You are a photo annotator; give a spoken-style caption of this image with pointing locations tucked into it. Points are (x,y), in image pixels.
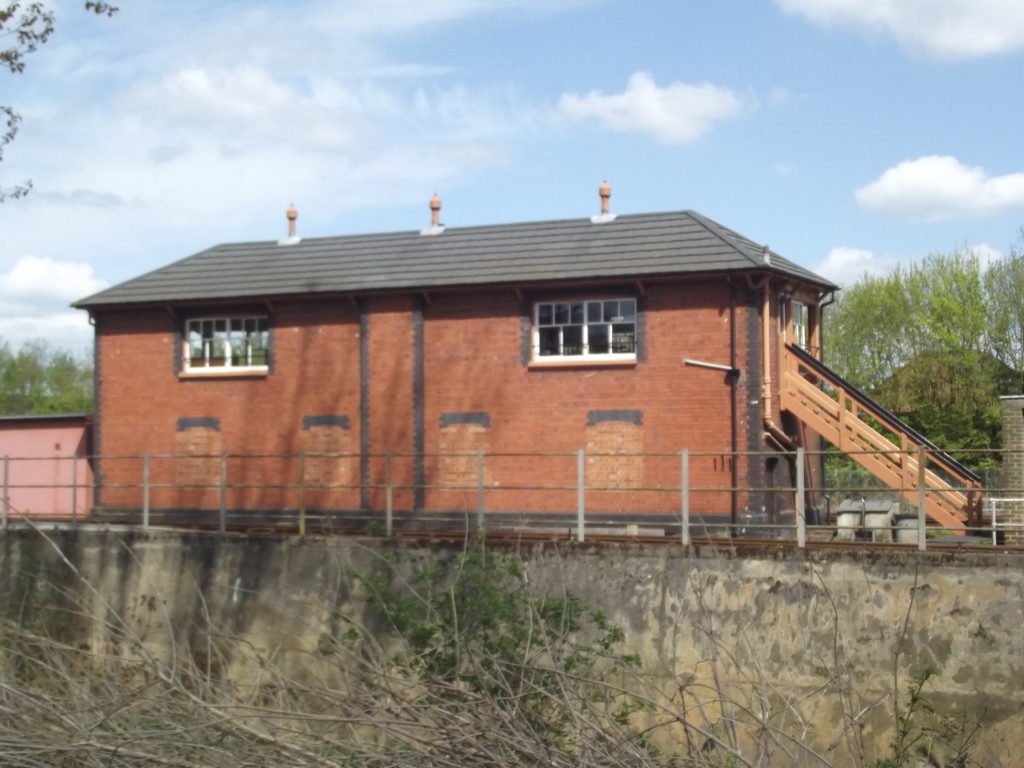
In this image we can see a building (712,407) with staircase (950,464) and a iron barricade (73,457) in front of it. In the background (1009,309) we can see group of trees (1006,341) a cloudy sky (271,188).
